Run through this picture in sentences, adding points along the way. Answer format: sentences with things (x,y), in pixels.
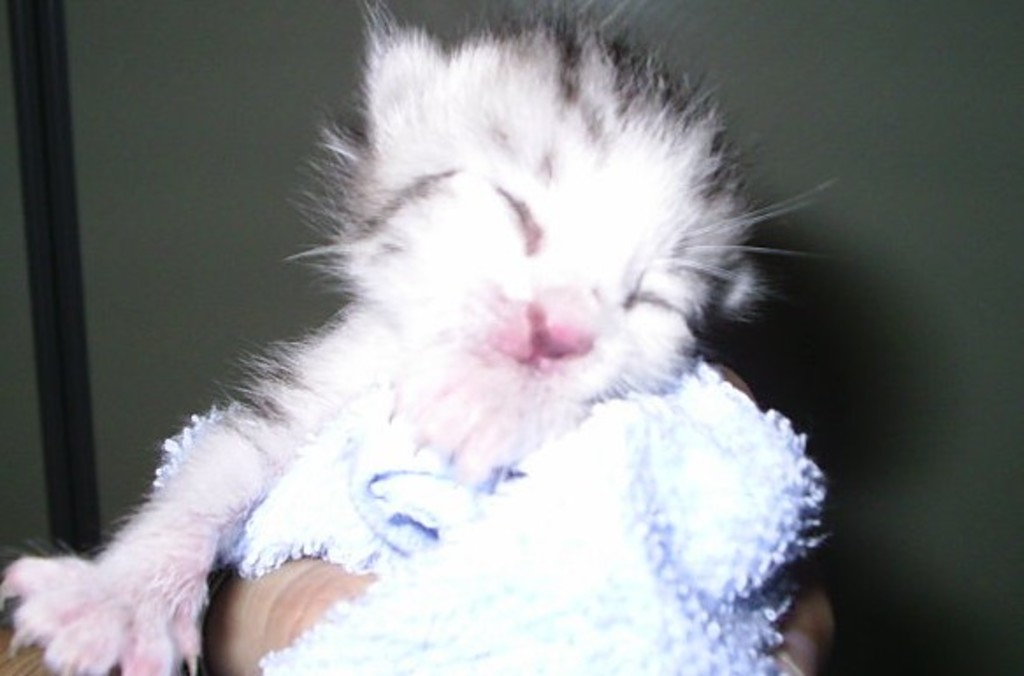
In this image I can see the cat (475,207), person's hand (268,612) and the cloth (423,545). And there is a grey and black background (51,179).
